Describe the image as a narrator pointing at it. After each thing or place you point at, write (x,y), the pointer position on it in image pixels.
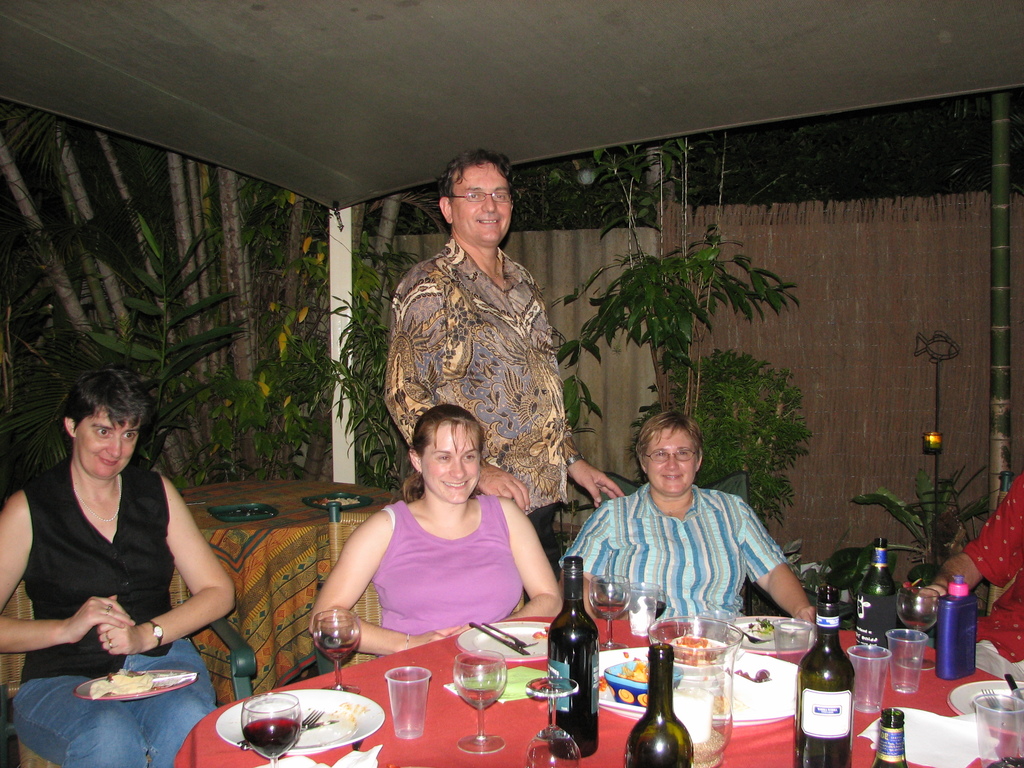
There is a group of people (637,539). They are sitting around the table (446,660). There are glasses (494,680), bottles (847,656), plates (333,730) are on the table (377,678). The woman (109,596) is sitting on the chair (237,648). There is a plate (107,683) on her lap (74,698). In the background (128,298), there is a tree (218,279), plants (766,435) and wall (919,296). The man (511,349) standing, is wearing spectacle (499,194), shirt (506,388) and watch (578,457).
